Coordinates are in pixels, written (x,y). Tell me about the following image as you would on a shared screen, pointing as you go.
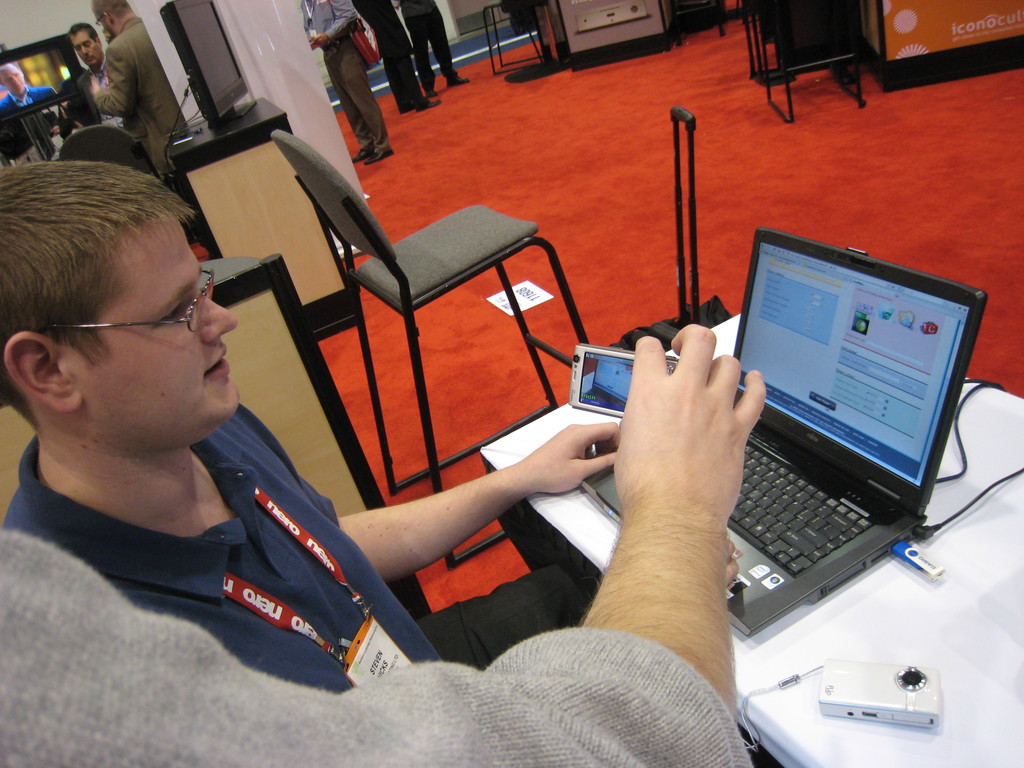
On the left (107,576) we can see one person (317,624) sitting on chair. Beside him one man (627,451) standing and holding phone (600,370). In front (955,627) there is a table (971,628), on table (968,629) we can see laptop (917,502), pen drive (925,562) and camera (880,681). In the background (412,50) there is a table (251,185), chair (450,261), monitor (196,50), wall (56,8) and few persons (411,39) were standing.
